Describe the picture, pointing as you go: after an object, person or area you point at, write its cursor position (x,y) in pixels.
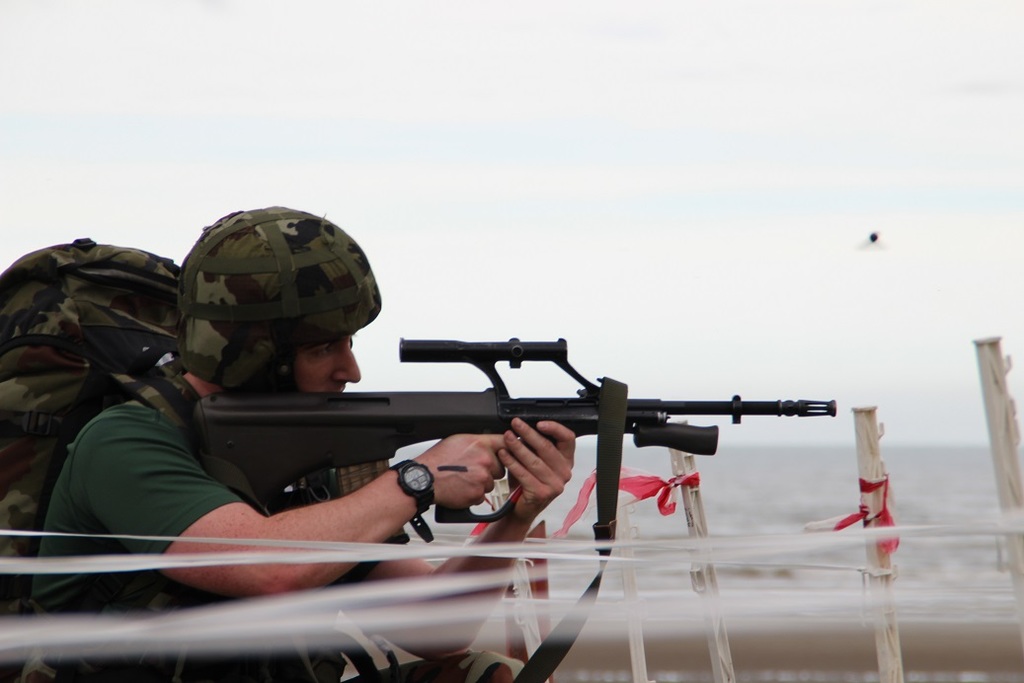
On the left side of the image (184,462) we can see a man (353,500) is sitting on his knees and holding a gun (465,426) and wearing a dress (208,501), cap (360,322), bag (165,283). In the background of the image (585,480) we can see the barricades (894,681). At the top of the image (593,139) we can see the clouds (607,199) in the sky (670,164).
